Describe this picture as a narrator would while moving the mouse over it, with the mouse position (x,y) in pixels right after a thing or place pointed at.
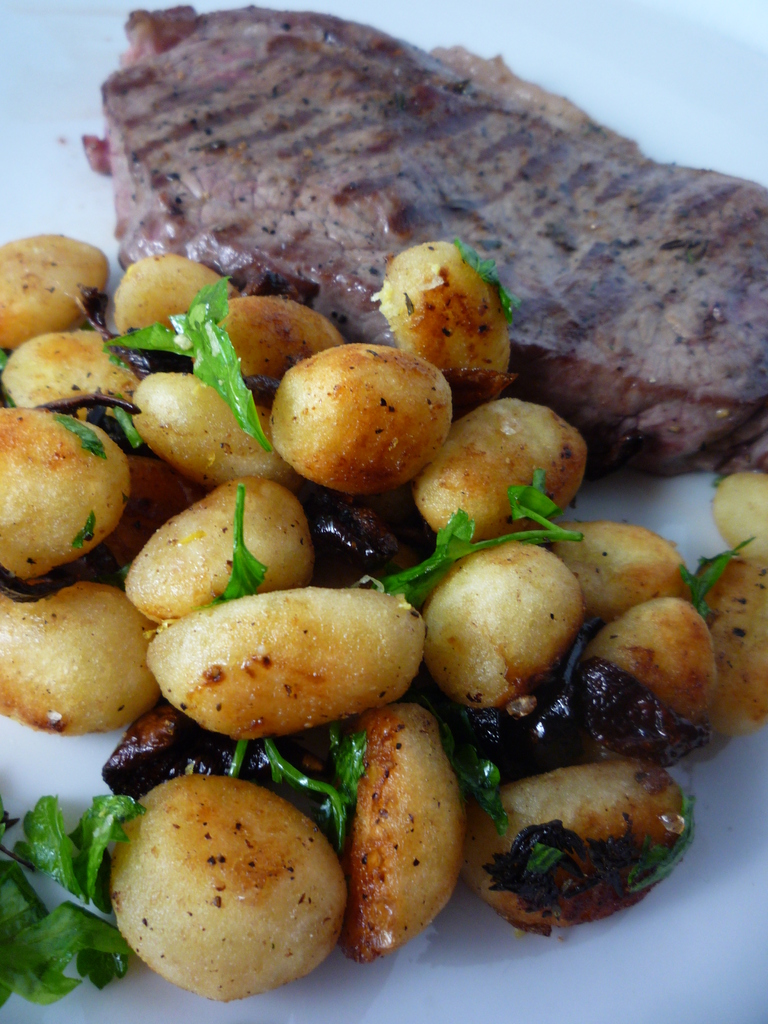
Here we can see food (474,848) on a platform (572,1004).
